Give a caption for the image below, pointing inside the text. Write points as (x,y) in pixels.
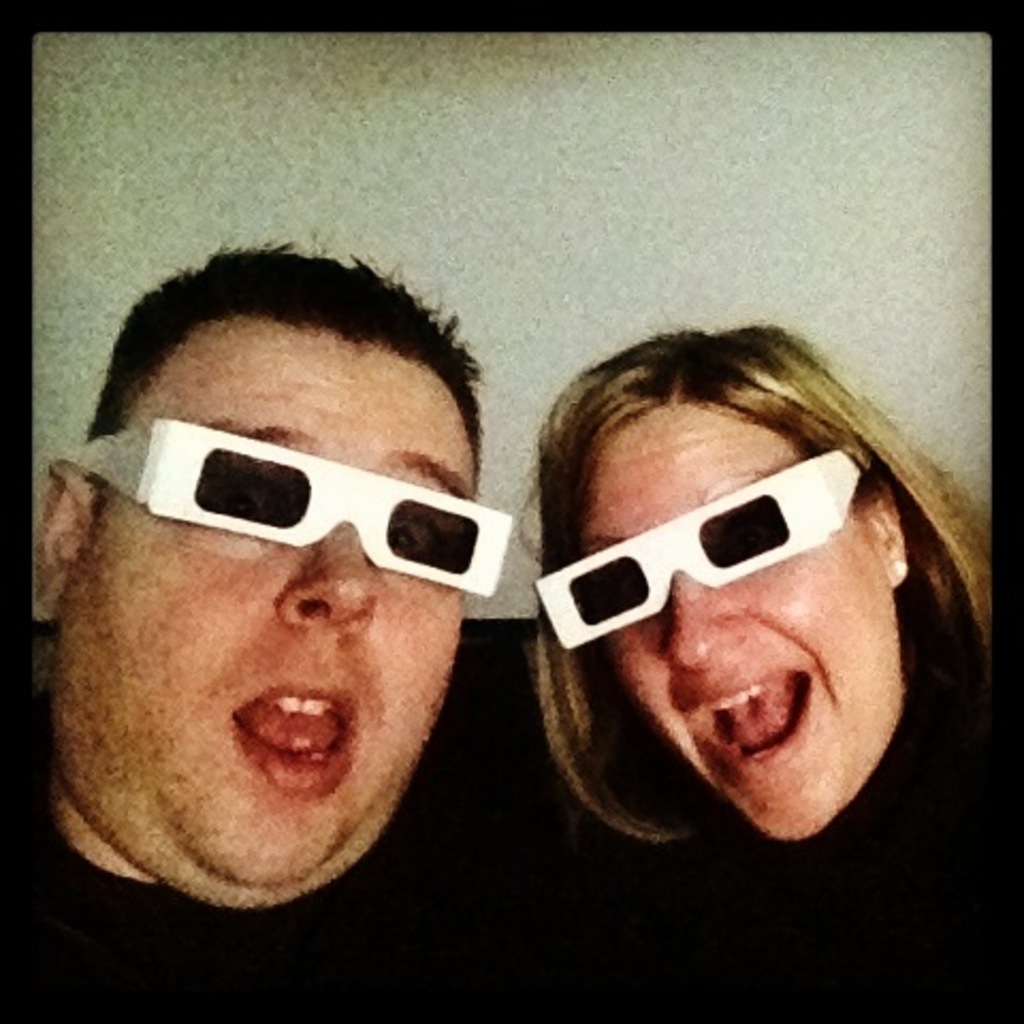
In this picture, there is a man (259,367) and a woman (669,752) wearing black clothes (881,822) and goggles (630,593).
